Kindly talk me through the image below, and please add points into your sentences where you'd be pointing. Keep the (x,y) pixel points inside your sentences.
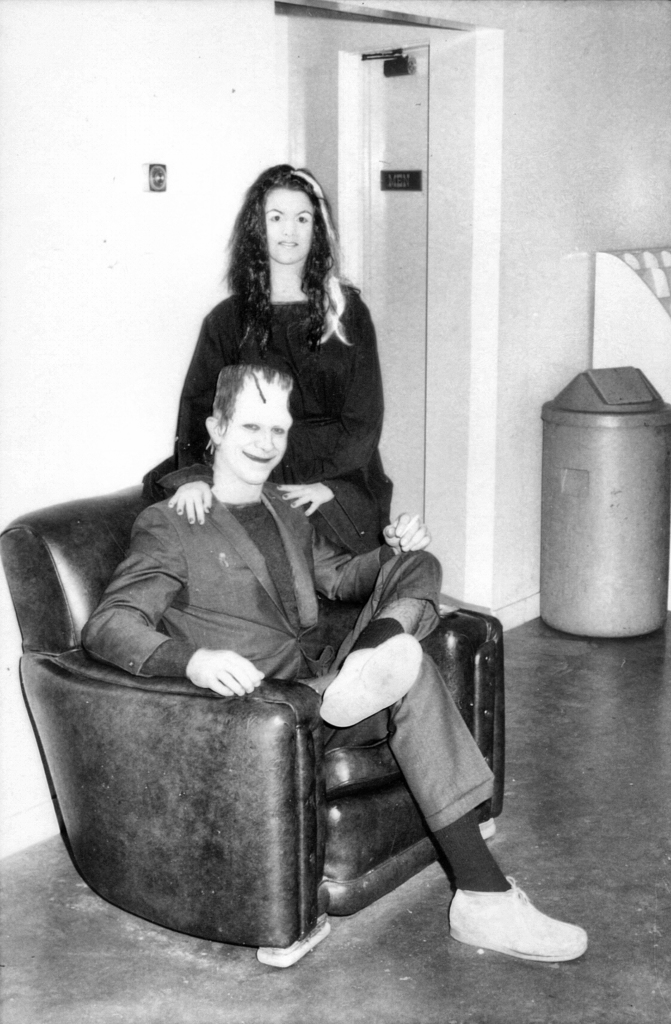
In the center (390,520) we can see the two persons (255,480) one of the man (280,601) he is sitting on the sofa (318,702) and lady (313,316) she is standing. coming to the background (322,69) there is a wall (509,125).
